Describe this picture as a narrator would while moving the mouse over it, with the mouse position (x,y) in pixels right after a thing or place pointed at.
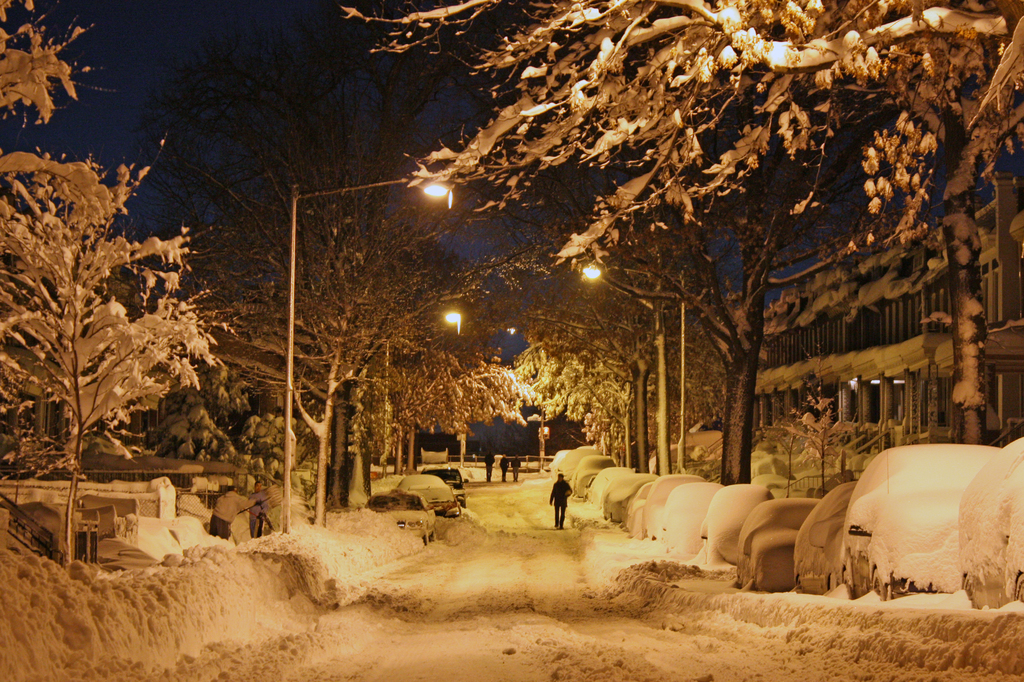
I can see the trees (438,341) and street lights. This is the snow (360,605). I can see few people (559,494) standing. I think these are the cars (418,503), which are covered with the snow (370,515). This looks like a building (882,366).
